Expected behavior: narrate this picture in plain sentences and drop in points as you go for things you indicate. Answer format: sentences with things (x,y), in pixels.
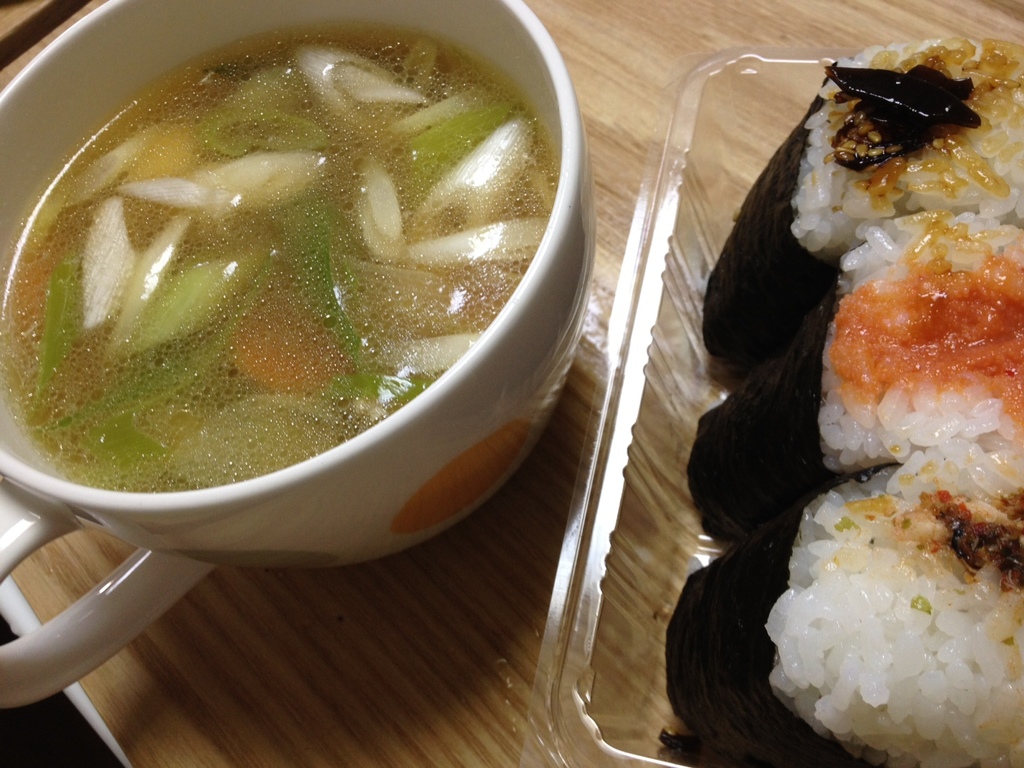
In this image I can see the cream and brown colored surface (642,52) and on it I can see a plastic box (696,152) with few food items (779,363) in it and a white colored bowl (461,406) with soup (289,218) in it.
